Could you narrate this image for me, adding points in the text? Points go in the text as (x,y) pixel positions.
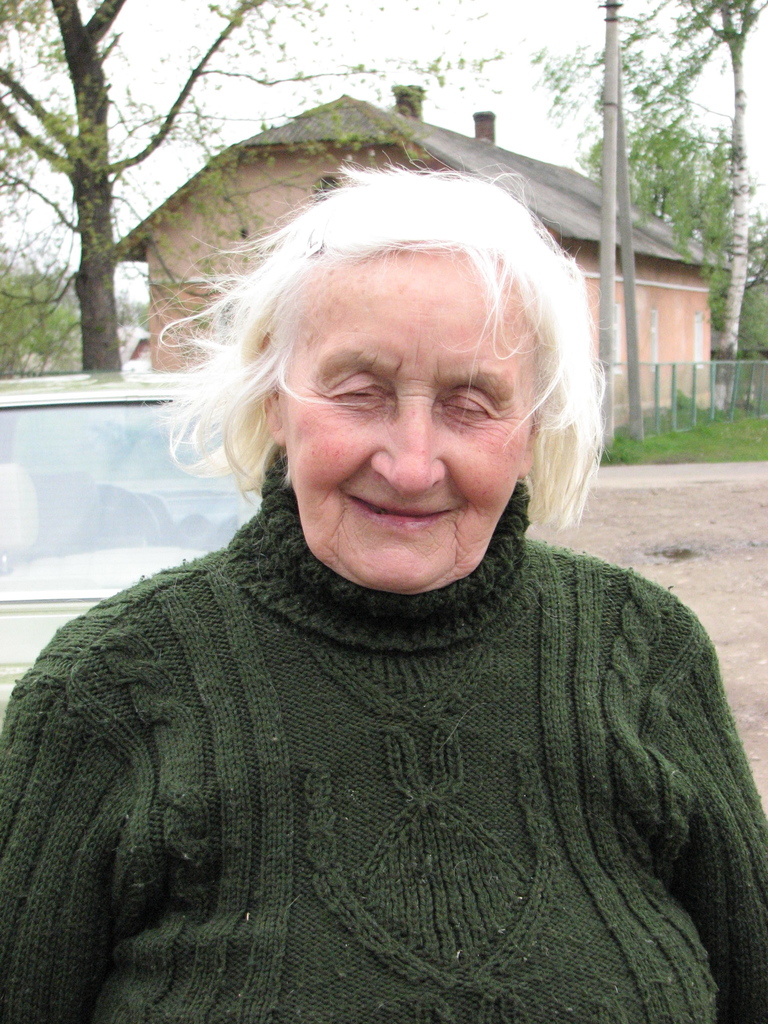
In the center of the image (438,558) we can see a lady (352,688) is wearing a sweater (497,738). In the background of the image (718,200) we can see the trees (718,200), fence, grass (744,436), poles (627,185), house (201,311), roof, car (56,598) and ground (709,598). At the top of the image (454,45) we can see the sky (564,58).
